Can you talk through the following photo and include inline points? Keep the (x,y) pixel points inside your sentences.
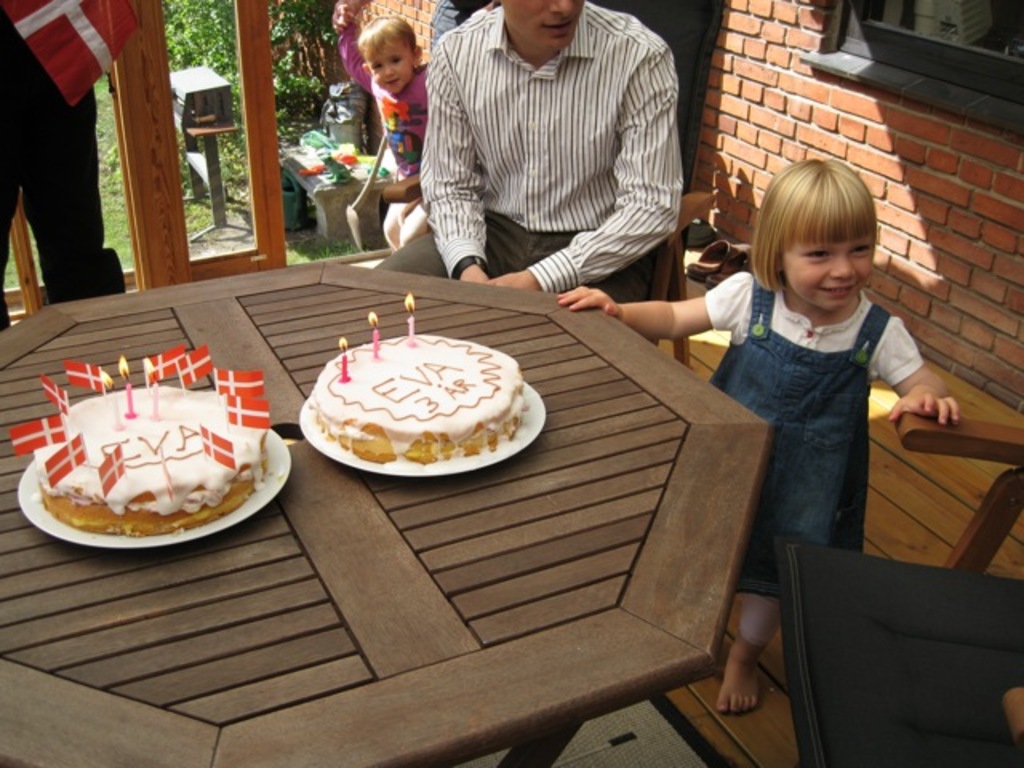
In this picture there is a table (548,449) towards the left (34,586), on the table (266,590) there are two cakes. Towards the right (854,225) there are three persons (360,35), one man (564,277) and two kids (822,393). The girl (729,281) in the right side (840,484), she is wearing a white and blue dress (837,424). A man (571,160) in the middle (529,274), he is wearing a striped shirt (557,98), behind him there is a kid (388,211) wearing a pink shirt (422,116). Towards the left top (30,104) there is another person (3,166). In the background (748,84) there is a brick wall (963,165) with a window (899,43).
